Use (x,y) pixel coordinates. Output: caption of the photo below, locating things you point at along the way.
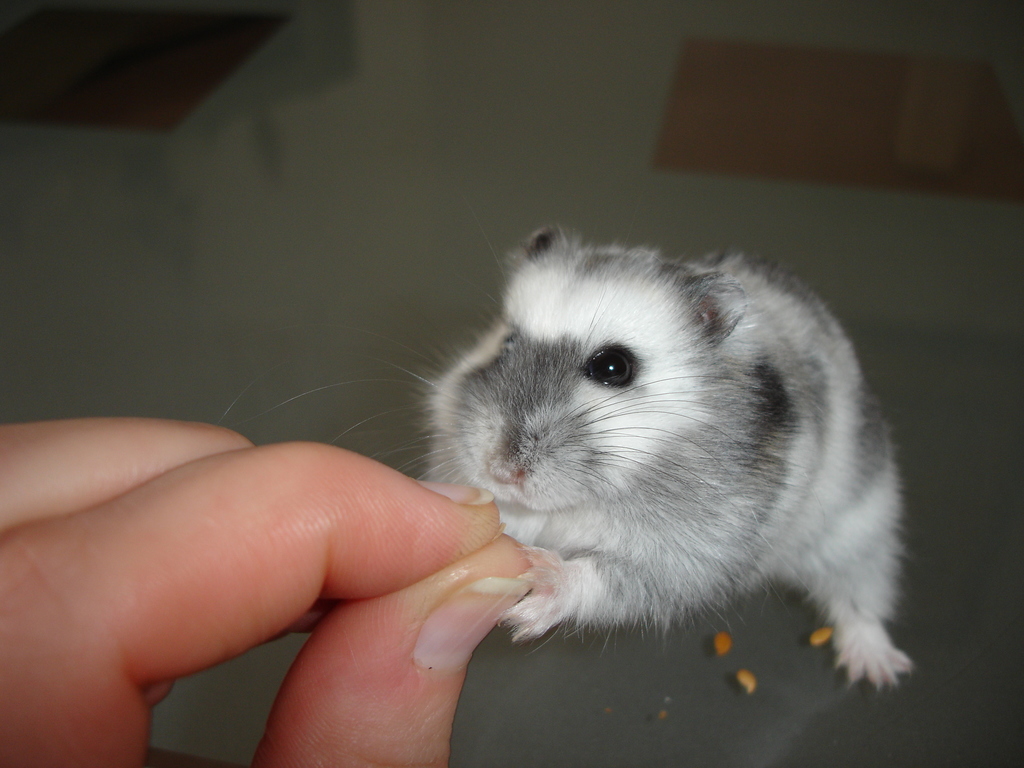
In this image we can see fingers (221,566) of a person (371,613). Also there is an animal (693,405) on a surface (756,658).
